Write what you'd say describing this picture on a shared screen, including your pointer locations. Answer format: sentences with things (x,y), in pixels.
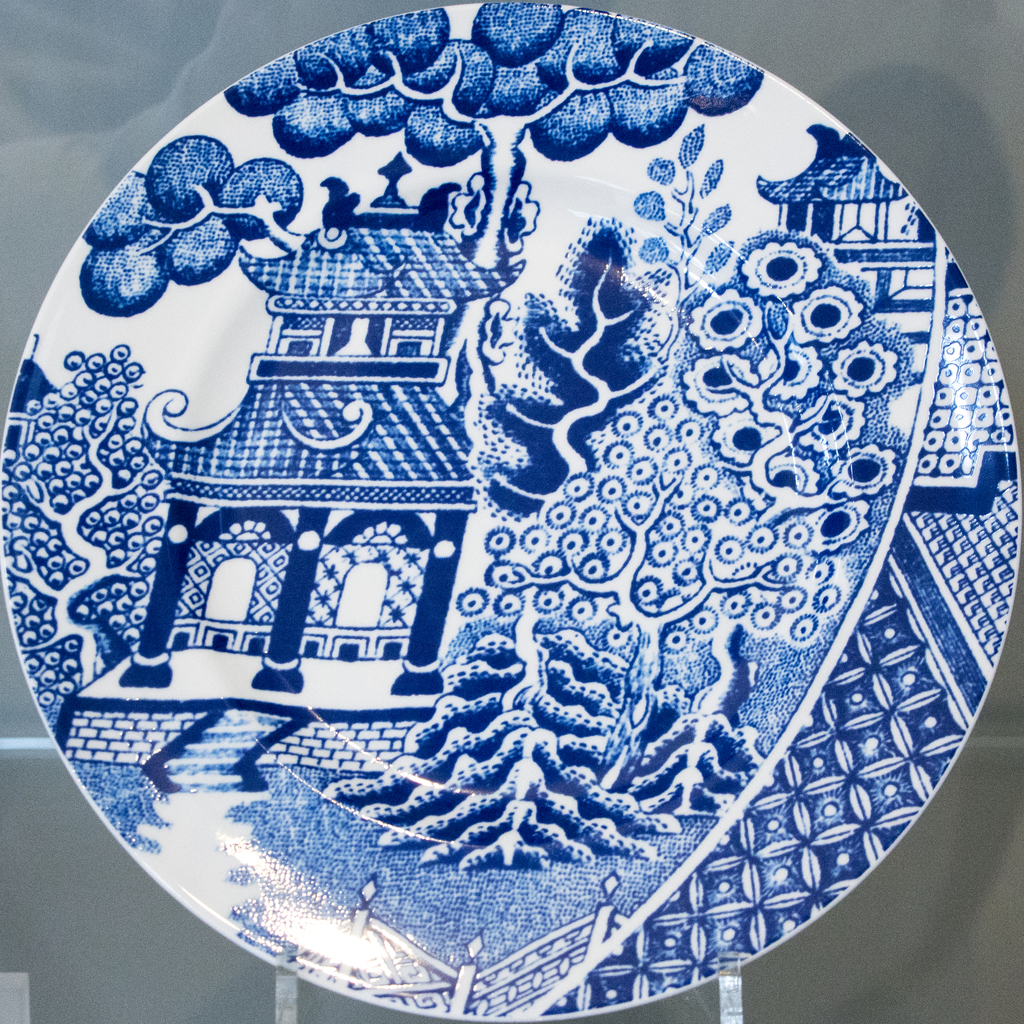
In this picture we can see a white ceramic plate (778,633) with a blue design (558,148) on it.
